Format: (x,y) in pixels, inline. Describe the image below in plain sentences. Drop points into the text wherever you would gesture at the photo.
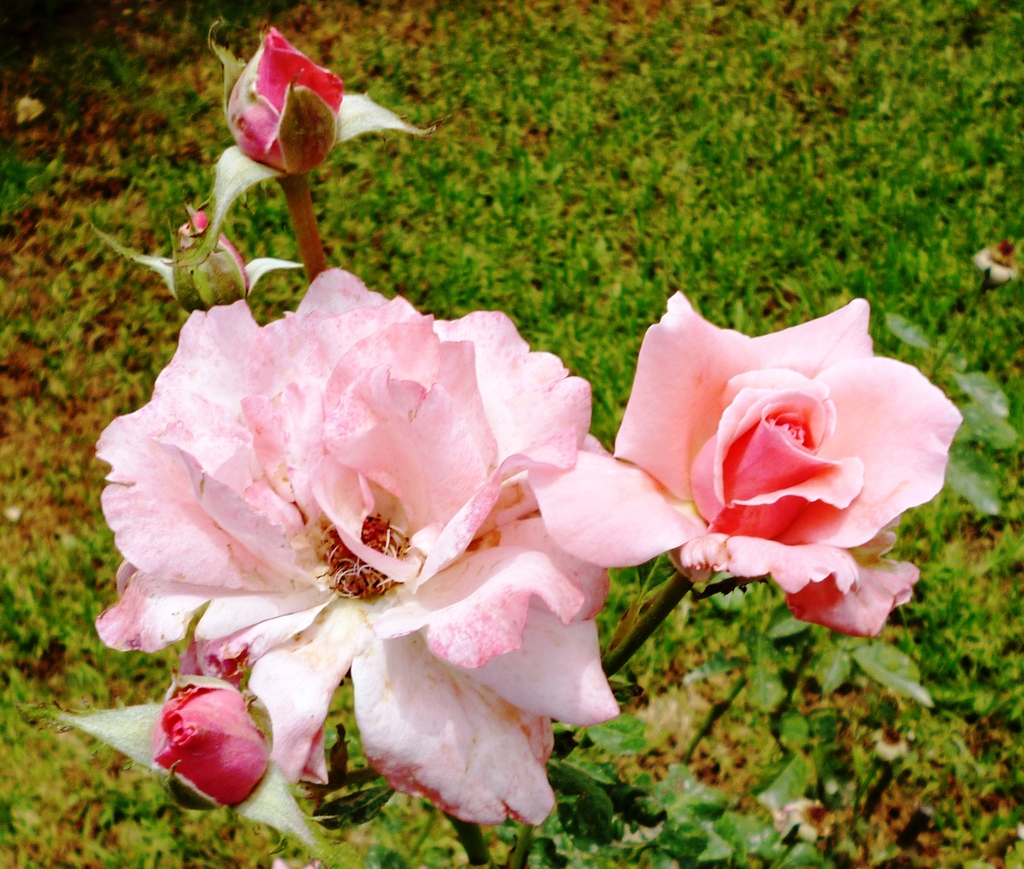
This image consists of flowers (594,478). They are rose flowers (504,479). They are in pink color.
